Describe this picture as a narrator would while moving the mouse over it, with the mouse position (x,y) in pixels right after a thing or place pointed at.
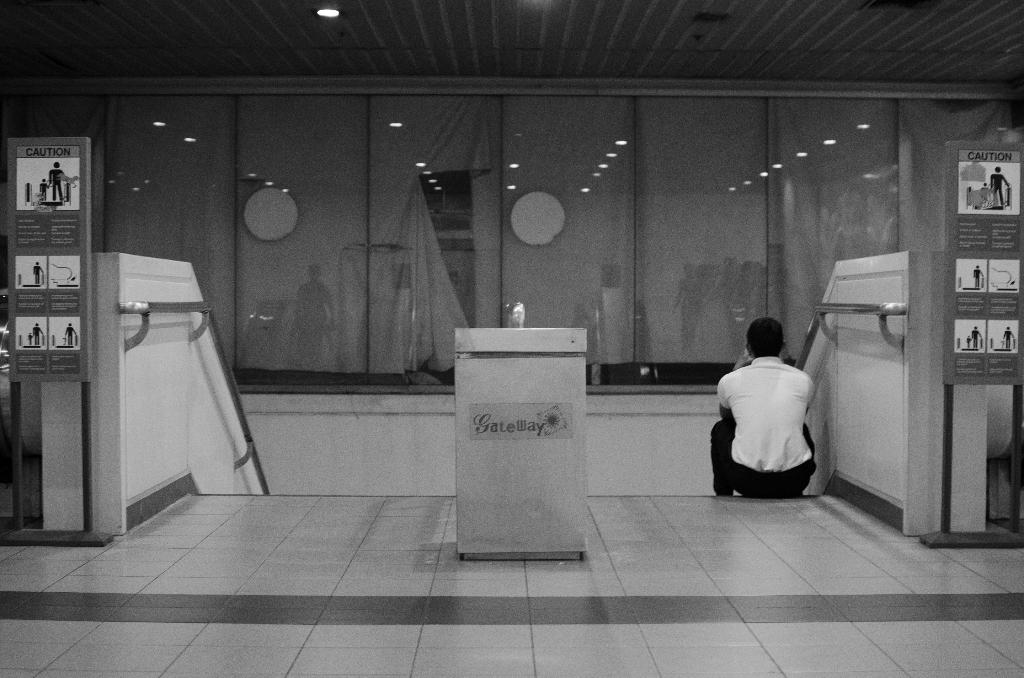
In this image I can see on the right side (748,461) a man (785,411) is sitting on the floor (452,603). He wore shirt (772,428), trouser (715,434). In the middle (643,272) there is a glass wall (569,266), in this image there are ceiling lights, there are instruction labels (964,307) on either side of this image.
